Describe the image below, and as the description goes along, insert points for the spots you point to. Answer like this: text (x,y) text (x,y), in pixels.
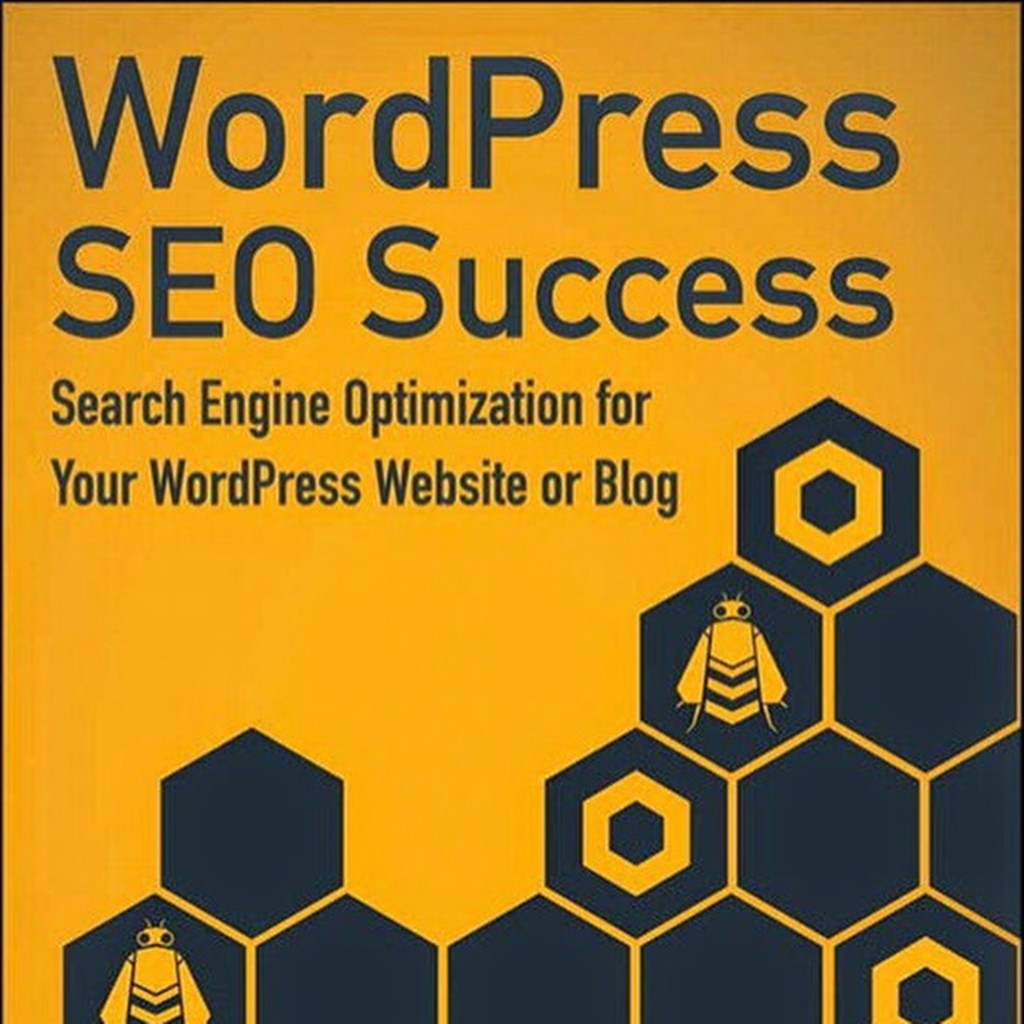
In the picture I can see designs (552,785) and cartoon image of insects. I can also see something (390,418) written on the image.
